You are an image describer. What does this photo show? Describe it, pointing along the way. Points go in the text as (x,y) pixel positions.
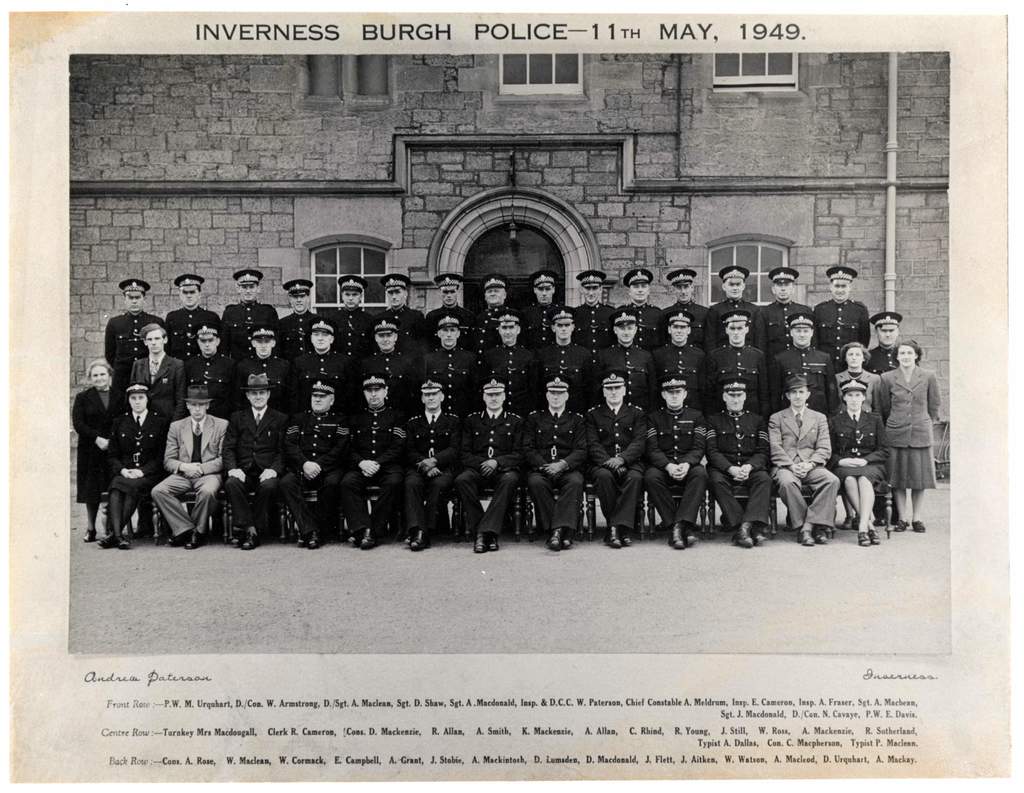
In the image we can see the photograph of the people (571,460) sitting and standing, they are wearing clothes (663,429), shoes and caps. Here we can see the building (383,166) and the windows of the building (639,100) and the text (516,703).
